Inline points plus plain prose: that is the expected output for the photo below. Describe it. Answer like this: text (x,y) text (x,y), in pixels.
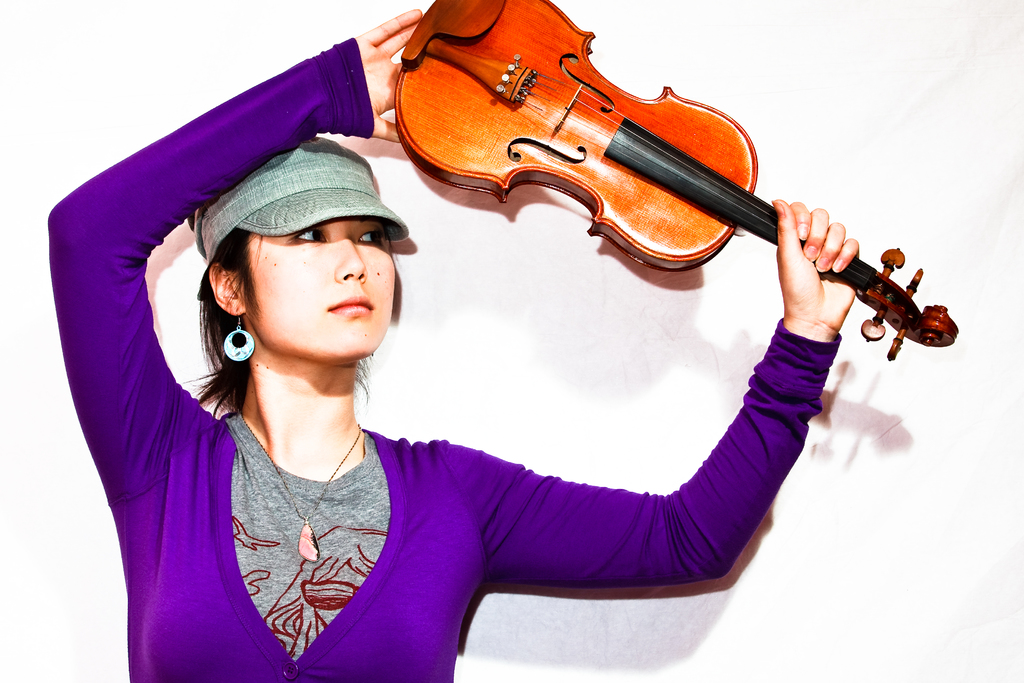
As we can see in the image there is a woman (355,222) holding violin (624,192).
